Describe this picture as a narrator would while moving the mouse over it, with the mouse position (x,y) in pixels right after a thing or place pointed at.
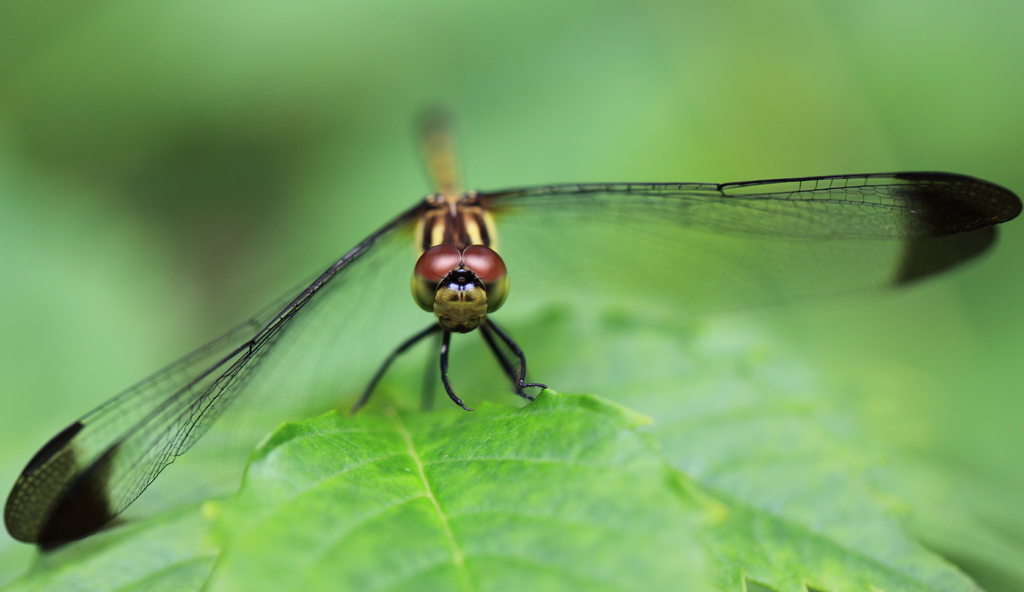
In this picture I can see there is an insect (958,178) and it has wings (754,222) and there is a leaf (400,426). The backdrop (211,124) is blurred.
